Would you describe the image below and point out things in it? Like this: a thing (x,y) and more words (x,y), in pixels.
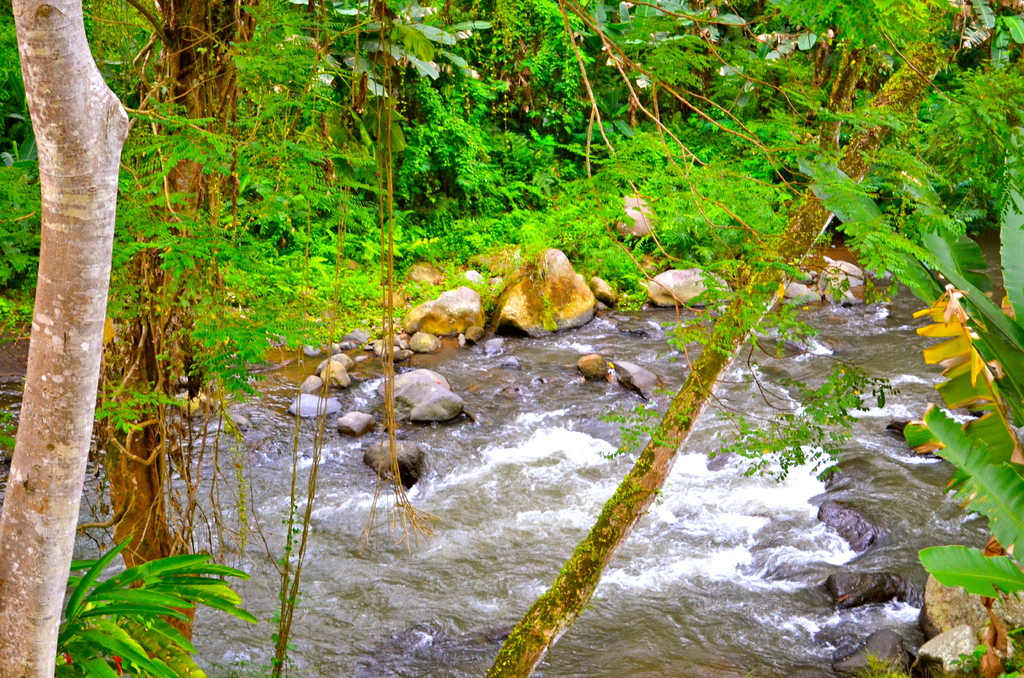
As we can see in the image there are rocks (683,288), water (486,526), plants (473,171) and trees (75,448).
